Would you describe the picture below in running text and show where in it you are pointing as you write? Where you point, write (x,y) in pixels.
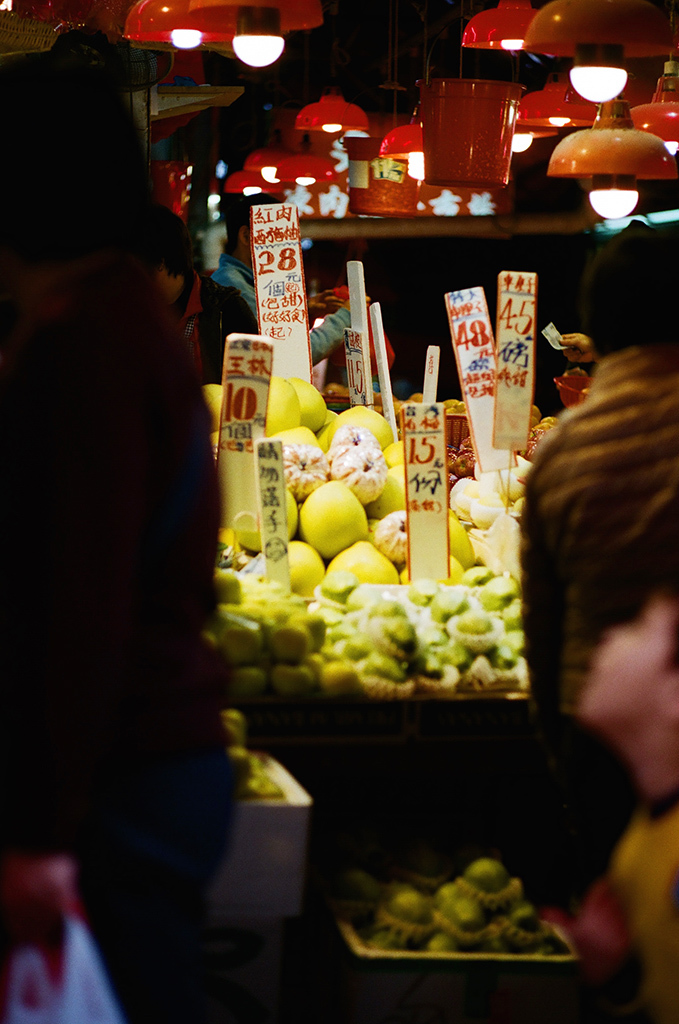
In this image I can see few persons (624,319) lights (505,28) fruits (500,516) visible in basket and some boards (266,359) visible in between fruits (328,517).
